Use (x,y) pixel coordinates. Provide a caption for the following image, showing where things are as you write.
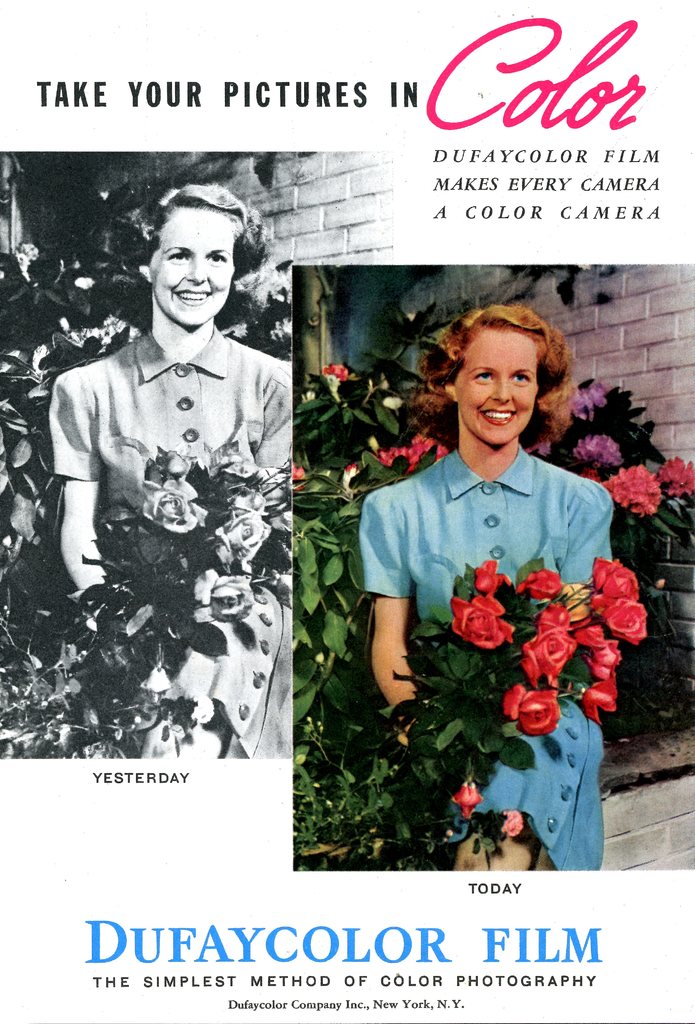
This is an image with collage. In this image we can see a black and white and a color picture of a woman (487,553) sitting holding the bunch of flowers (565,639). We can also see some plants (346,563). We can also see some text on this image.
